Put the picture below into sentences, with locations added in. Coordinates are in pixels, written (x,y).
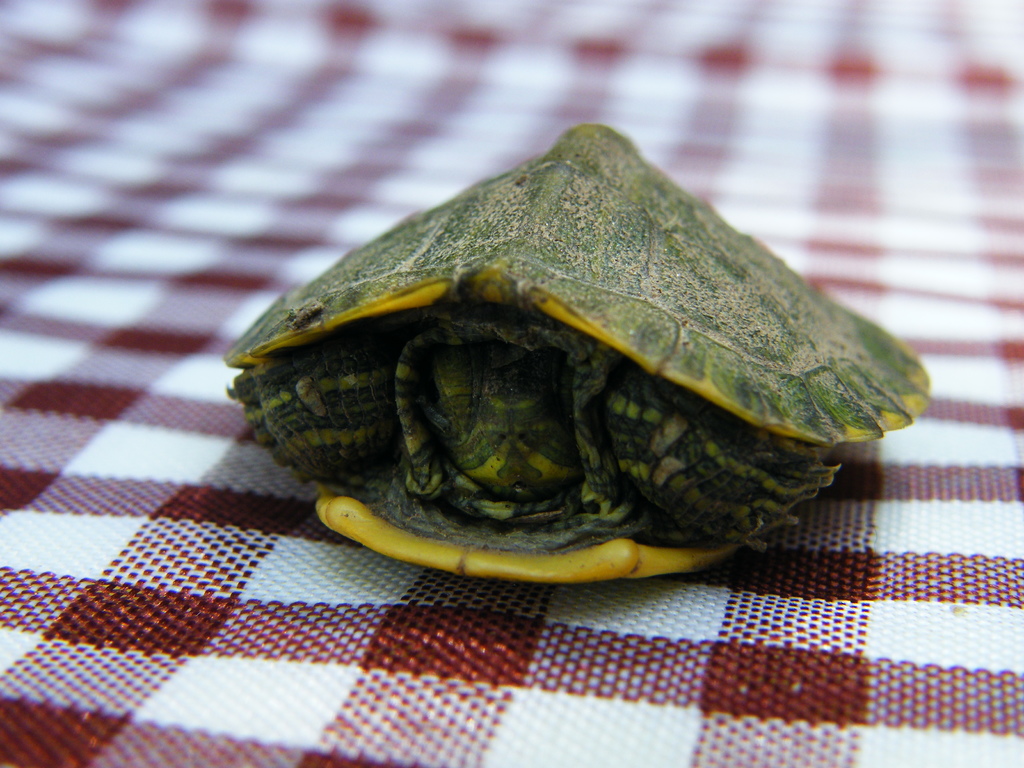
In this picture I can see there is a turtle (597,272) and it has a hard shell (630,303) and it is placed on a white and brown checked cloth (259,636).
